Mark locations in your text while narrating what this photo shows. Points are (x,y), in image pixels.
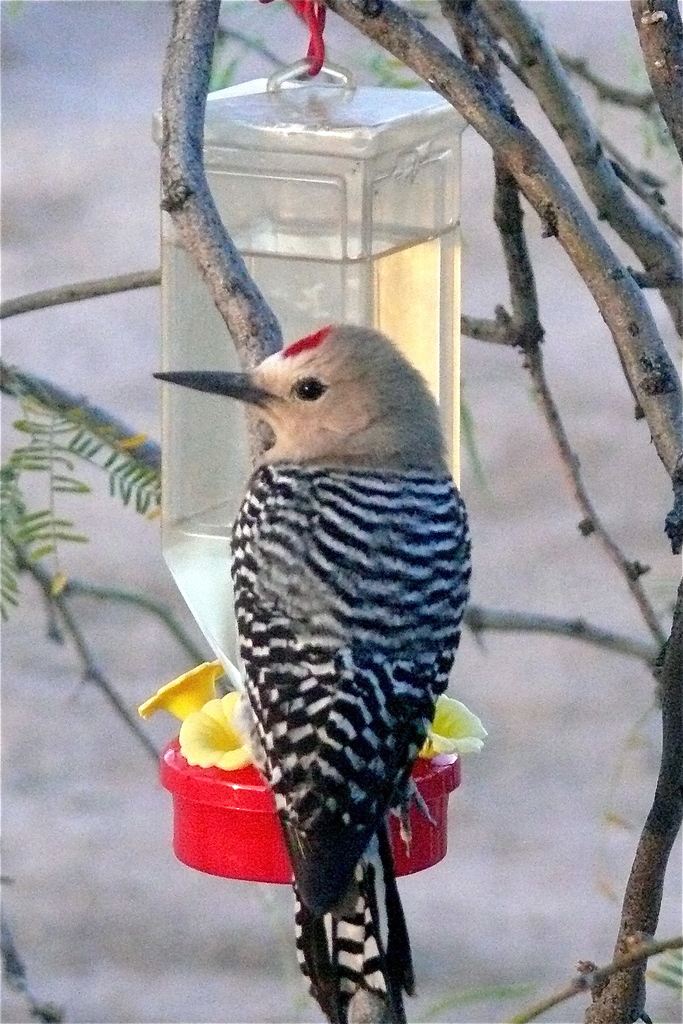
In this image we can see a bird (271,452) which is on the branch (204,36) of a tree (188,20) and there is a bottle (339,166) in which there are some water (339,268) which is hanged to the branch (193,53) of a tree (22,551).
